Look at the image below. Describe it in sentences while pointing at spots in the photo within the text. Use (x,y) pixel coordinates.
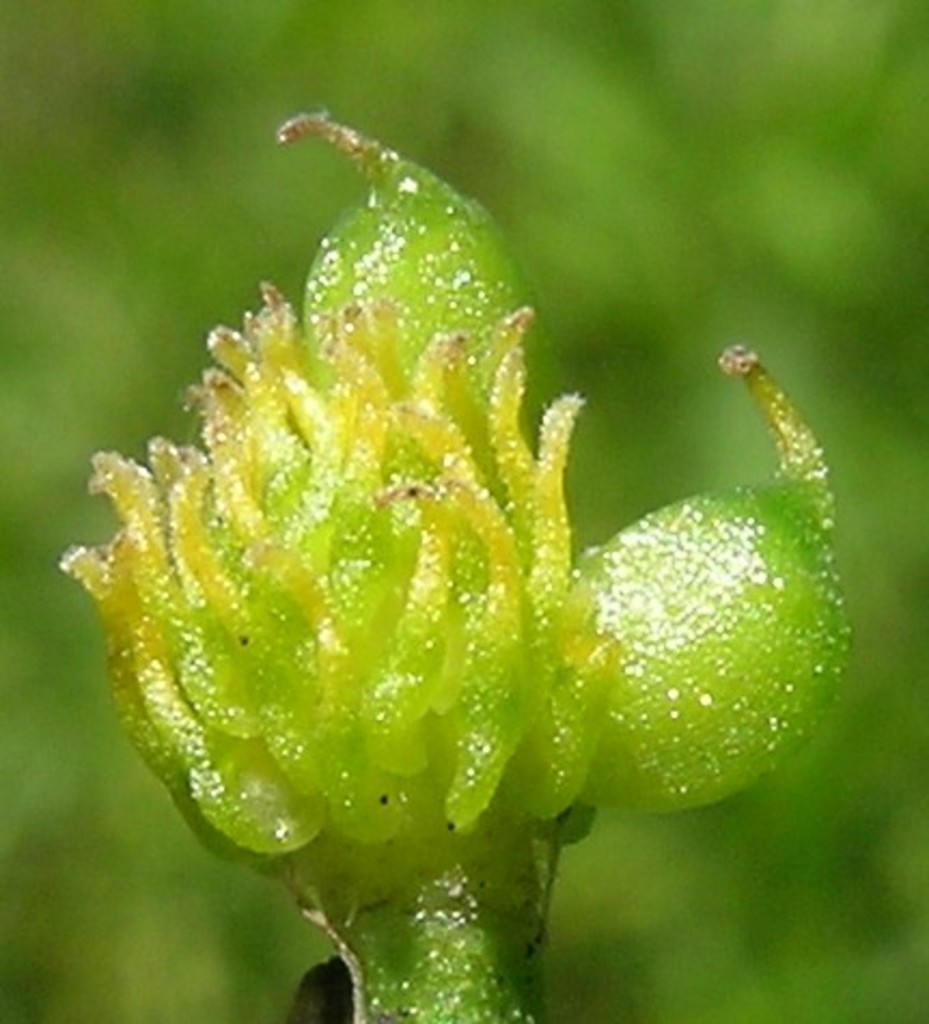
In this picture there is an object (578,645) which is in green color.
